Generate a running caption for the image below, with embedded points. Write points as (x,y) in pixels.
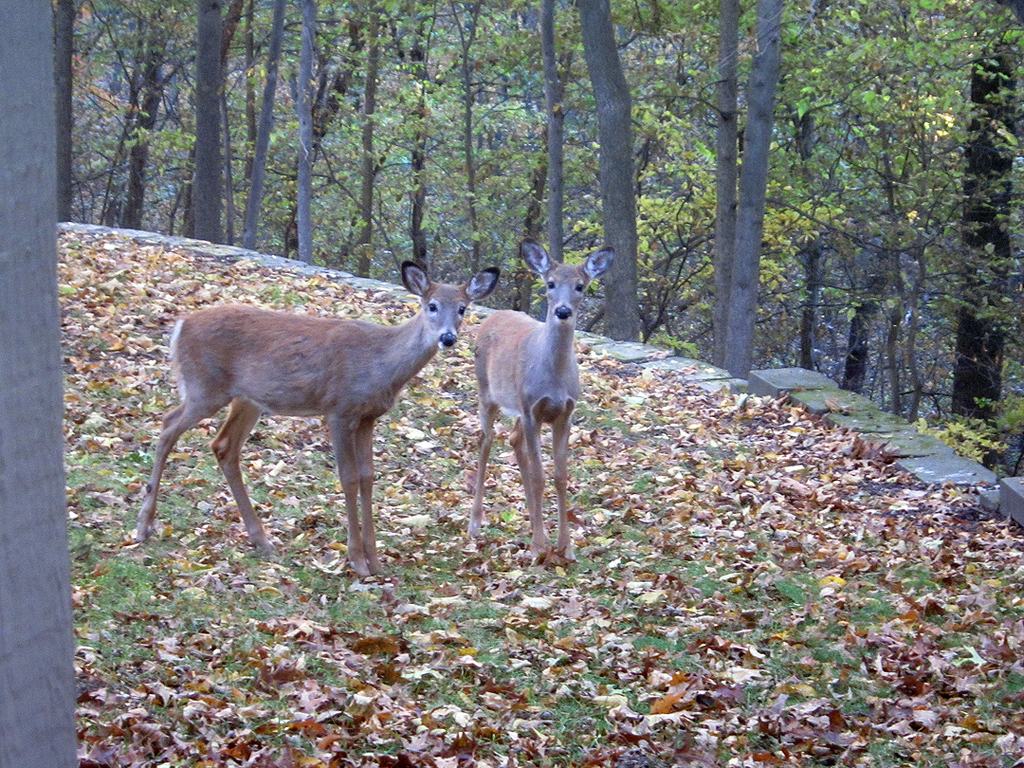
In the center of the image (451,335) there are two deers (173,410). In the background of the image (500,226) there are trees (764,101). At the bottom of the image (331,633) there are dried leaves (444,660) and grass (863,607).
